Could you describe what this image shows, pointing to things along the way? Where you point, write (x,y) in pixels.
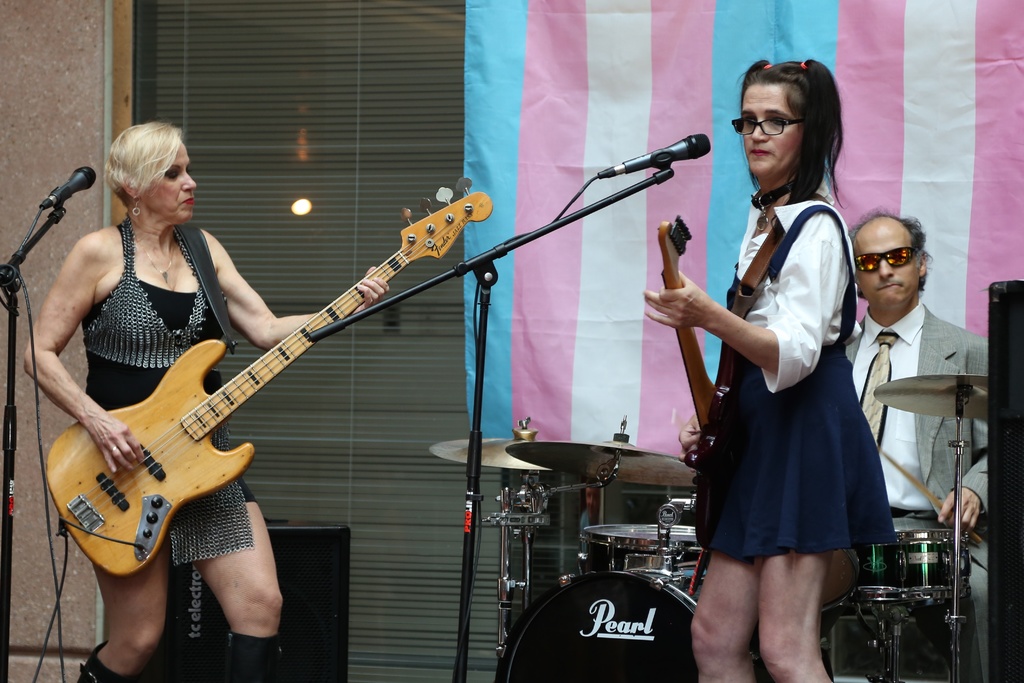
A lady (125,286) wearing black dress (155,296) is holding guitar (200,413) and playing it. Near to her a mic stand (9,272) and mic (75,191) is there. A lady (771,362) wearing white and blue dress (764,420) is holding guitar (721,397) and playing. She is wearing a spectacles (783,129). Behind her a person (901,312) is wearing goggles (899,253) and playing drums (930,532) and cymbals (935,402). Behind them a banner (570,104) is there.
